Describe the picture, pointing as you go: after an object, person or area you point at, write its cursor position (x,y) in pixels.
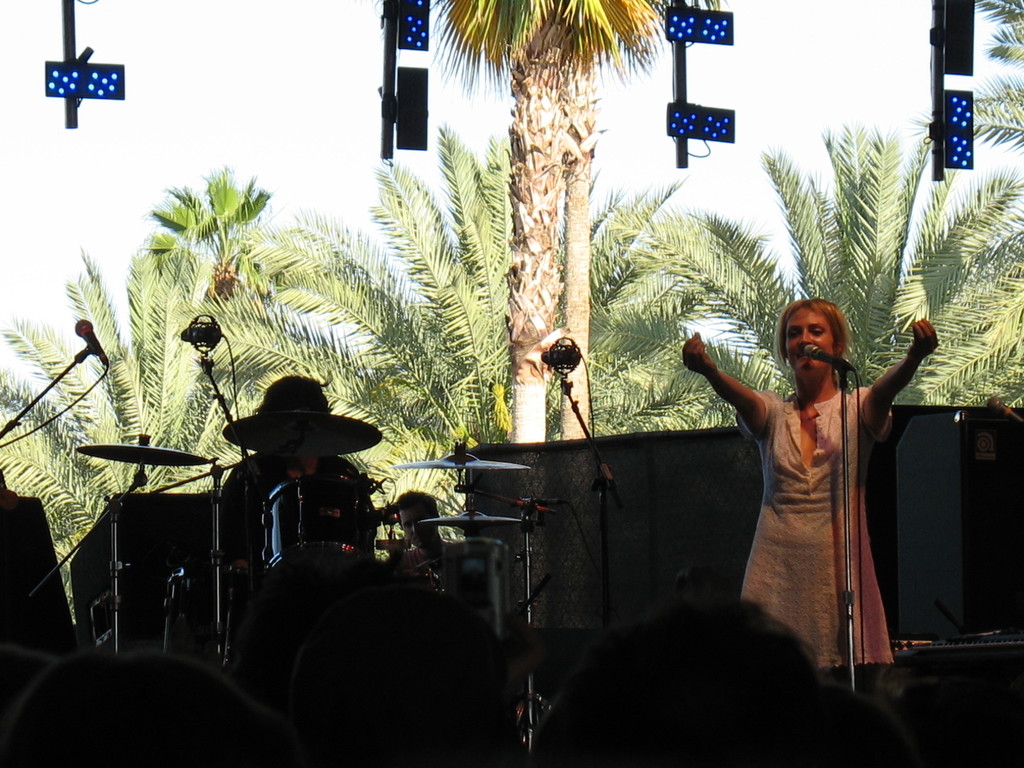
In this image, I can see a person (807,555) standing and there are two persons (426,549) behind the drums (296,451). I can see the mikes (89,331) with the mike stands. In the background (486,415), there are trees (602,283) and I can see the sky (658,126). At the top of the image (408,77), I can see the lights (408,77).
